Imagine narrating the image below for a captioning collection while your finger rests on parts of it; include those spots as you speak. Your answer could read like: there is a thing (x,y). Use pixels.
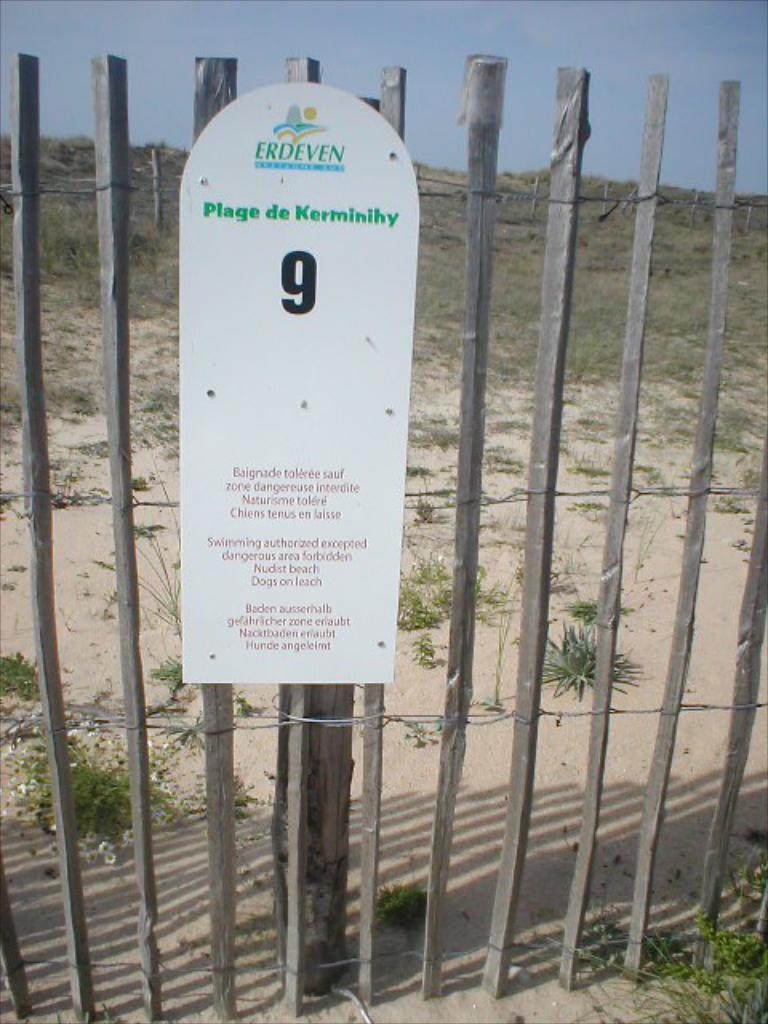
In this image we can see a fence (221,732) with a board (276,414) on it, in the background (530,351), we can see plants (529,368), poles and the sky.
